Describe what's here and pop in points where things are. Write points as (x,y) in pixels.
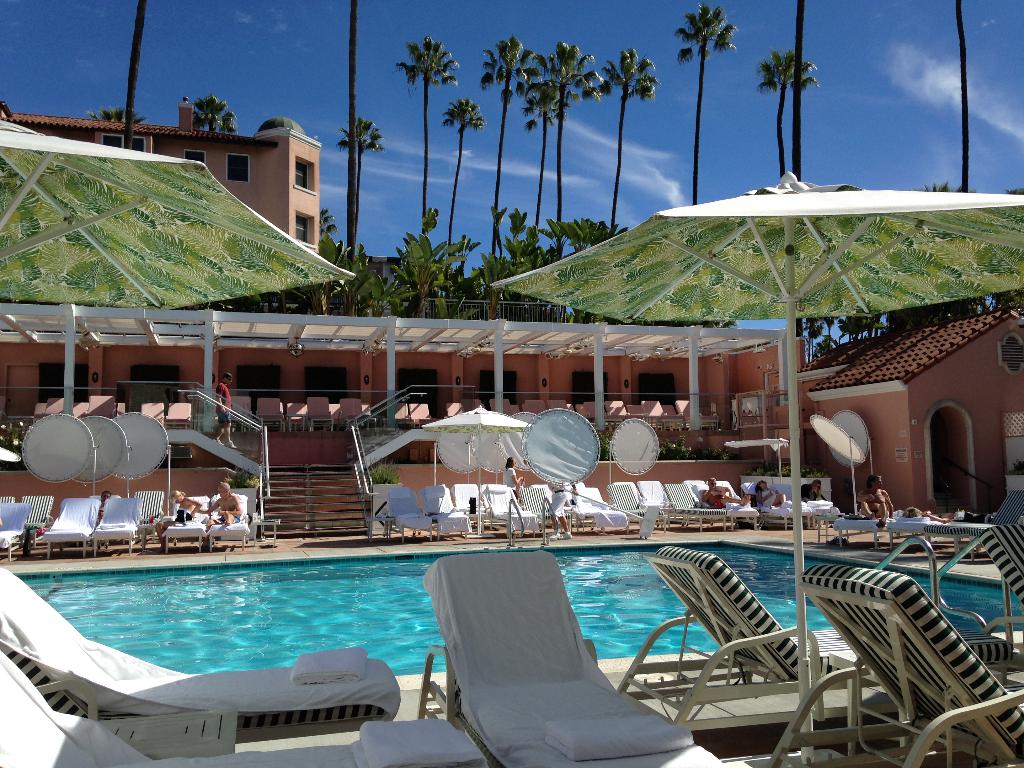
In this picture there are chairs (372,714) under the umbrellas (910,281) in the foreground (602,649). At the back (869,490) there are group of people (223,500) sitting on the chairs (958,528) and there are umbrellas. At the back (449,325) there is a building (453,399) and there are trees (426,157). At the top (285,101) there is sky (364,158) and there are clouds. At the bottom (373,643) there is water (574,557).
